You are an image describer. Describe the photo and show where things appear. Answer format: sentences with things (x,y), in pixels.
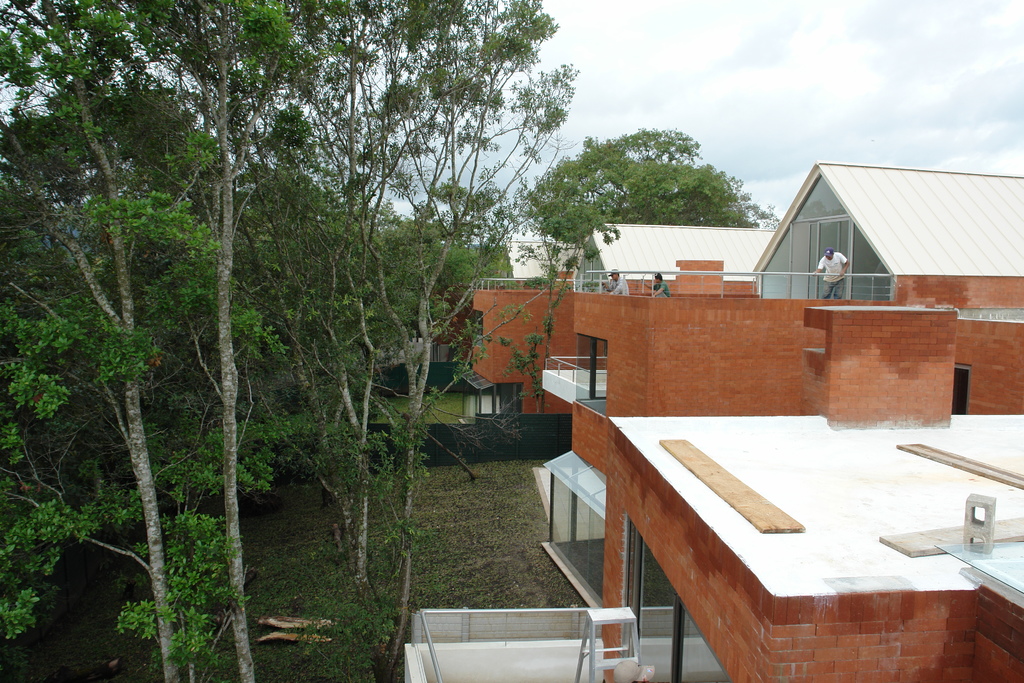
In this image there are a few people (662,295) working on top of a house (756,267), beside the house (695,267) there is another house (669,242), in front of the house (673,307) there are trees (311,341).
